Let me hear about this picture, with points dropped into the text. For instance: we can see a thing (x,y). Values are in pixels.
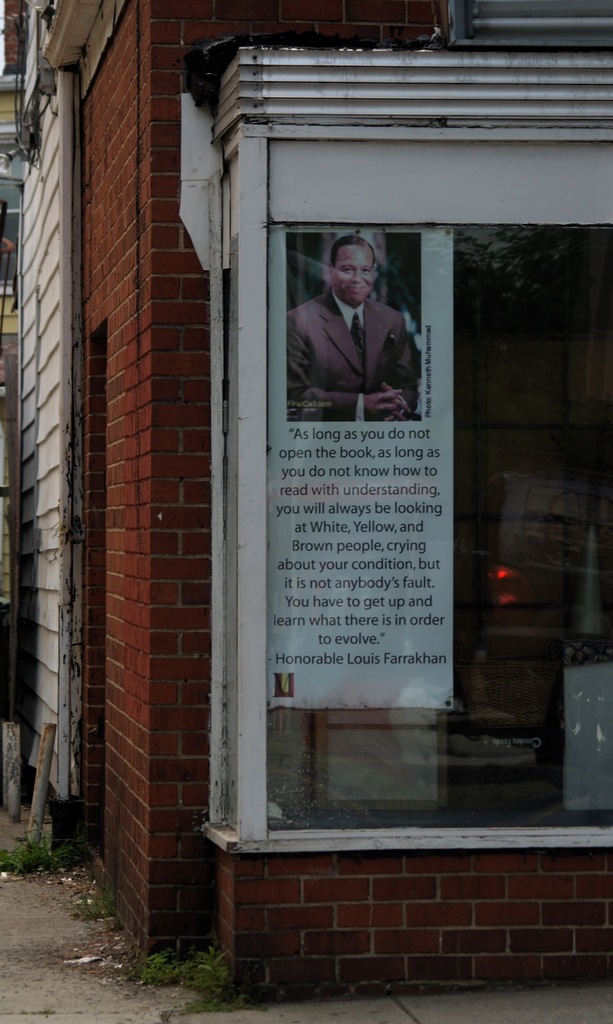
On the right side (426,365), there is a banner (385,534) which is having image (294,251) of a person (367,284) and texts (311,612). And this banner (409,230) is attached to a board (394,181) and is covered with a glass (589,268). In the background (198,663), there is a brick wall (139,462) of a building (107,257) and there's grass (39,851) on the ground (96,881).
